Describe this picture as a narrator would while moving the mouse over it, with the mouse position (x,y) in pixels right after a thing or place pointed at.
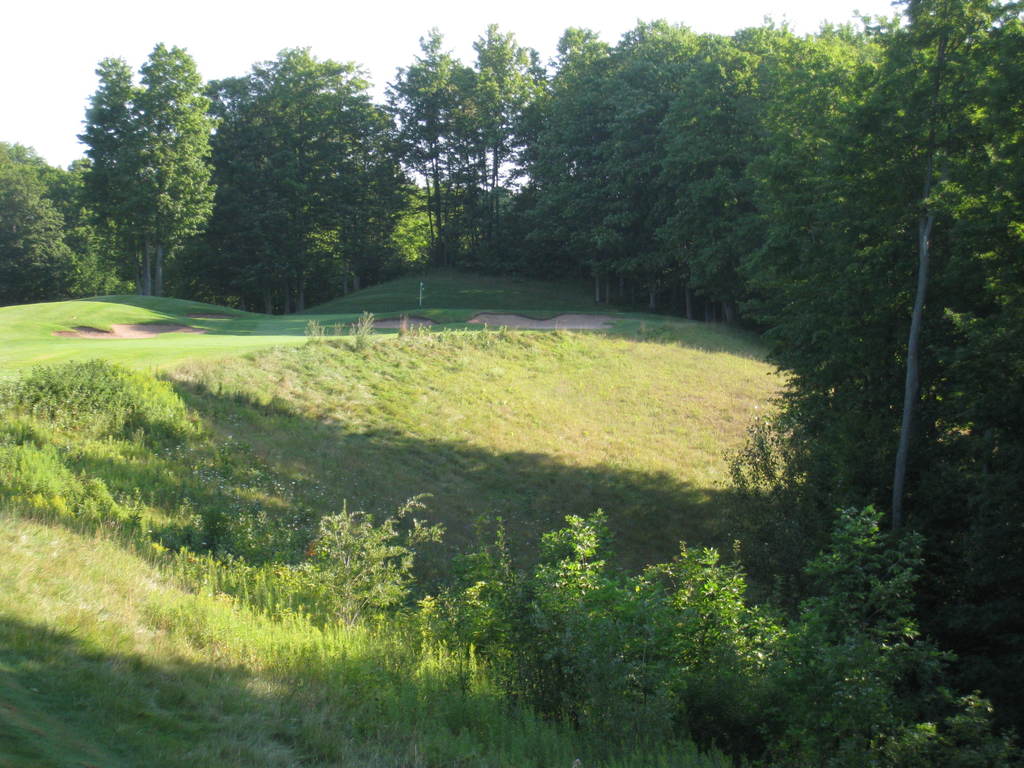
This picture is clicked outside. In the foreground (218,606) we can see the plants (720,565) and the green grass (458,391). In the background (281,35) we can see the sky (291,35) and the trees (550,213).
